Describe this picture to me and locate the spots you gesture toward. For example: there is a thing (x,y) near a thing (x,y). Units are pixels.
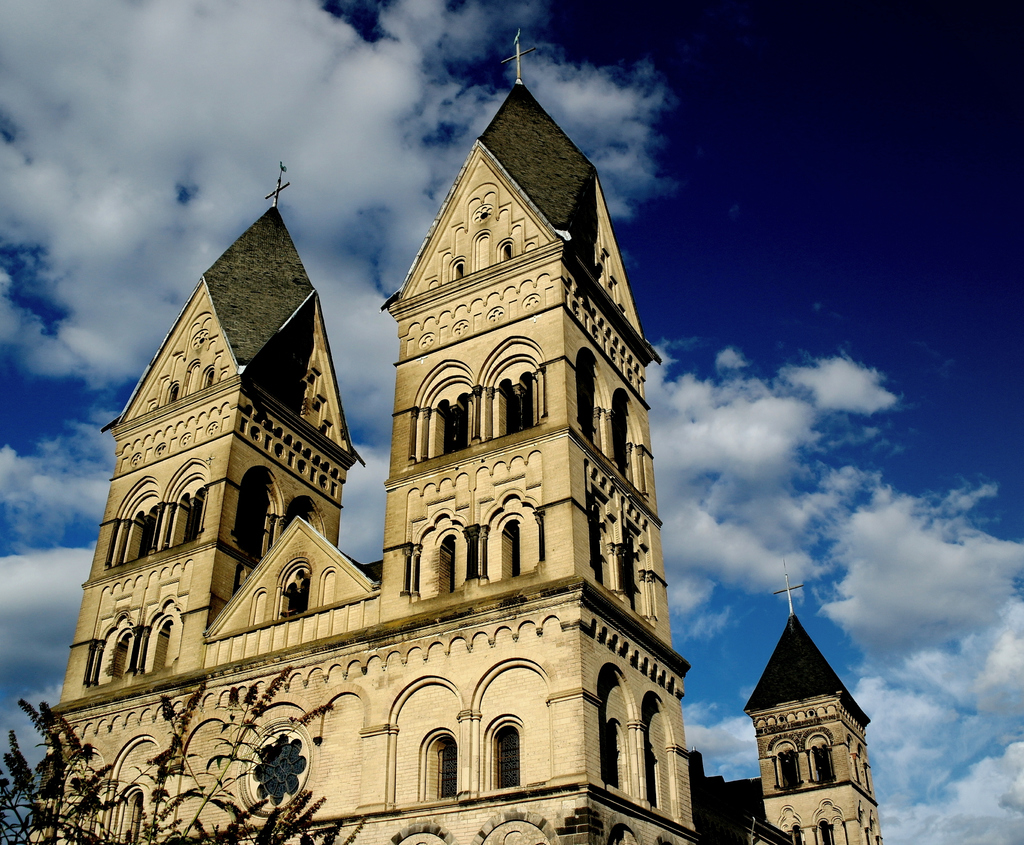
In this image we can see the building (325,660). Here we can see the tree (50,818) and the blue color sky (683,209) with clouds (298,151) in the background (881,343).
